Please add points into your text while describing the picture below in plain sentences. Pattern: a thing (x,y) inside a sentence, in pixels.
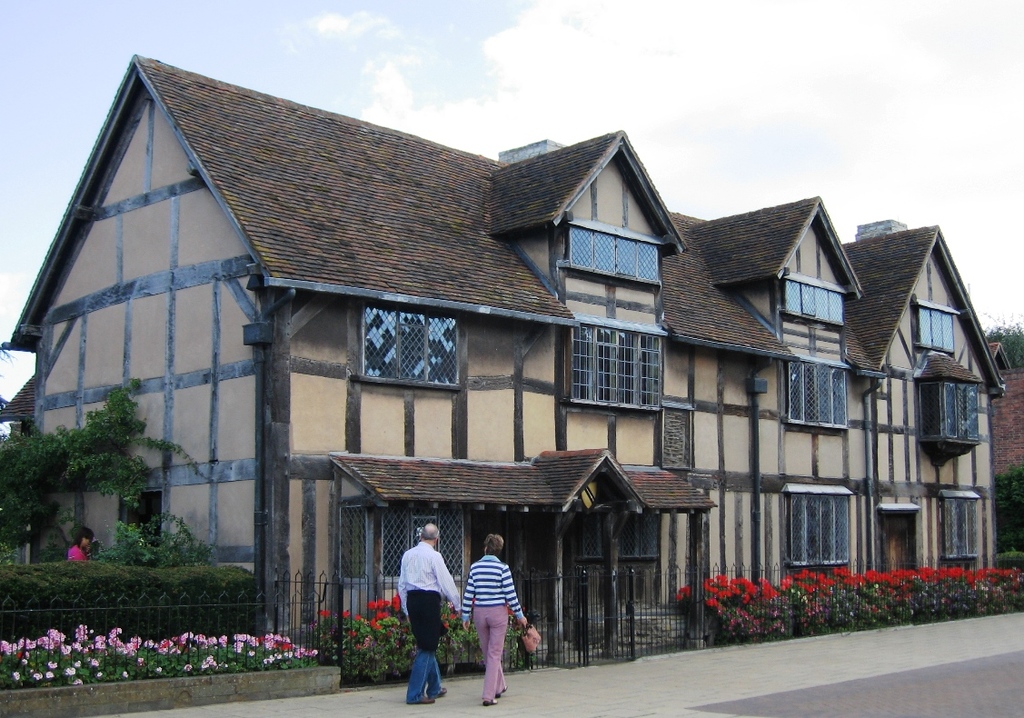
In this image I can see there are two people (490,654) walking on the walkway (575,676) and there is a building (275,462) on left side (312,446), there are few plants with flowers (868,582) and the sky (501,103) is cloudy.
